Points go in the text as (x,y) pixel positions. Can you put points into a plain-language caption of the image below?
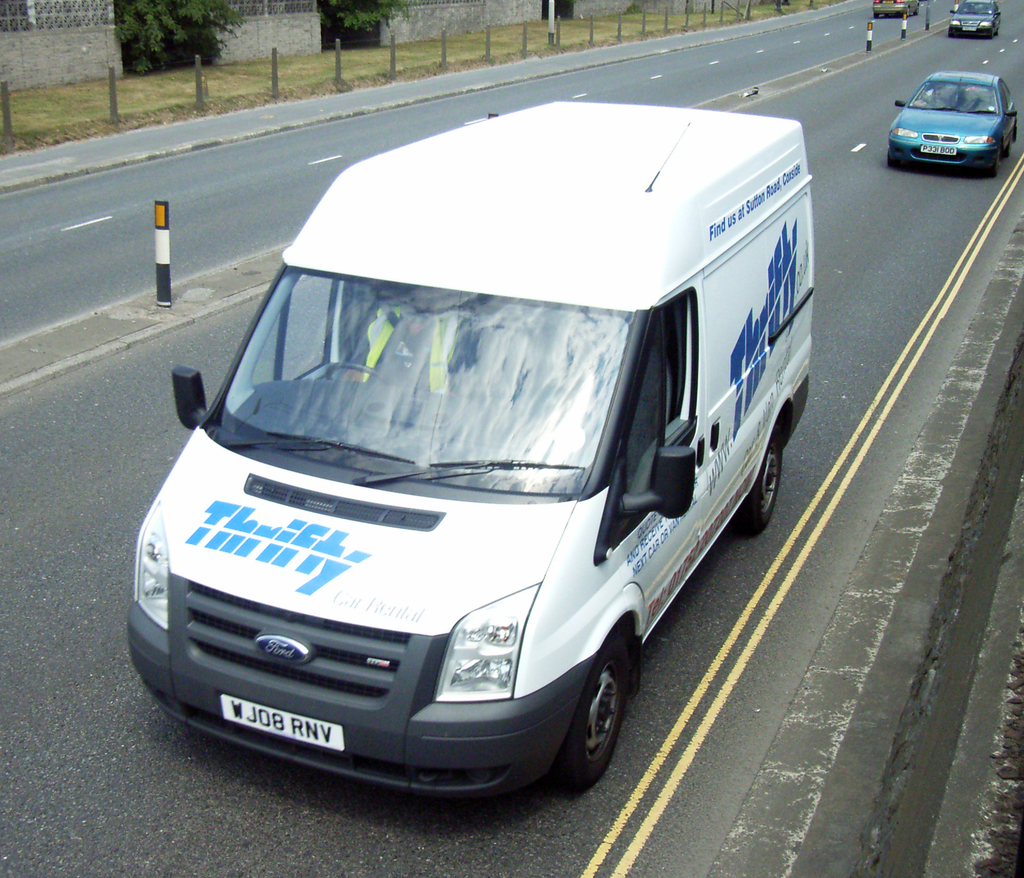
In this image there are different type of vehicles (297,624) riding on the road (362,801), beside that there is a grass (679,30) on the pavement (328,110) and compound wall (48,69) with some plants (177,54).
